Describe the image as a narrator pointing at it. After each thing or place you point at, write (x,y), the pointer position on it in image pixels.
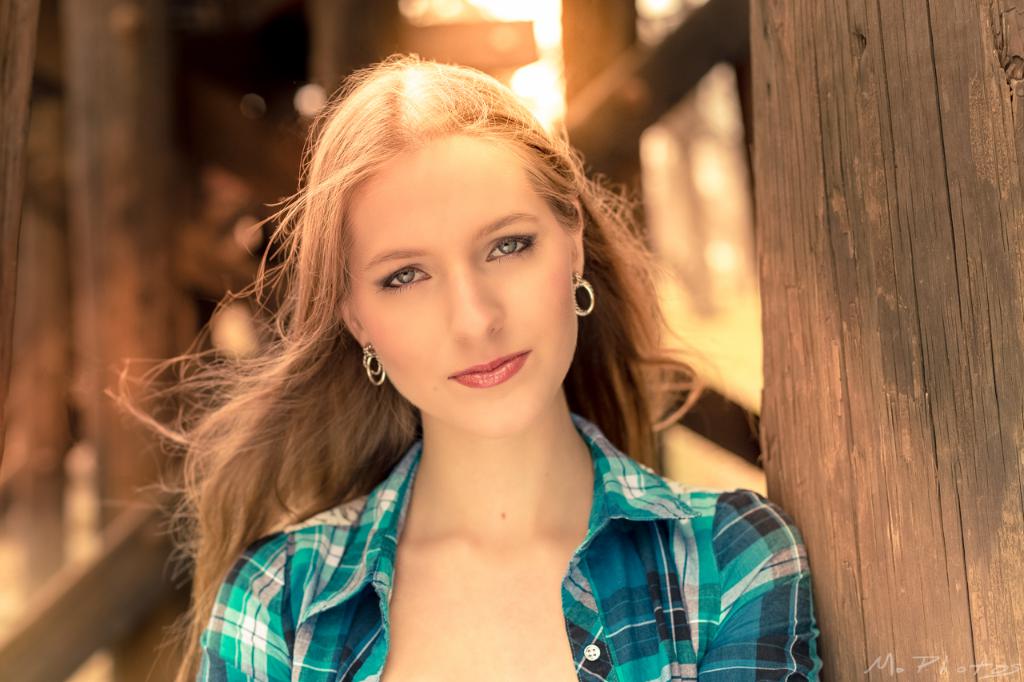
In this picture I can see a woman (443,393) and I can see wood (874,198) on the right side (825,188) and I can see blurry background (137,79) and I can see text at the bottom right corner of the picture (868,669).
